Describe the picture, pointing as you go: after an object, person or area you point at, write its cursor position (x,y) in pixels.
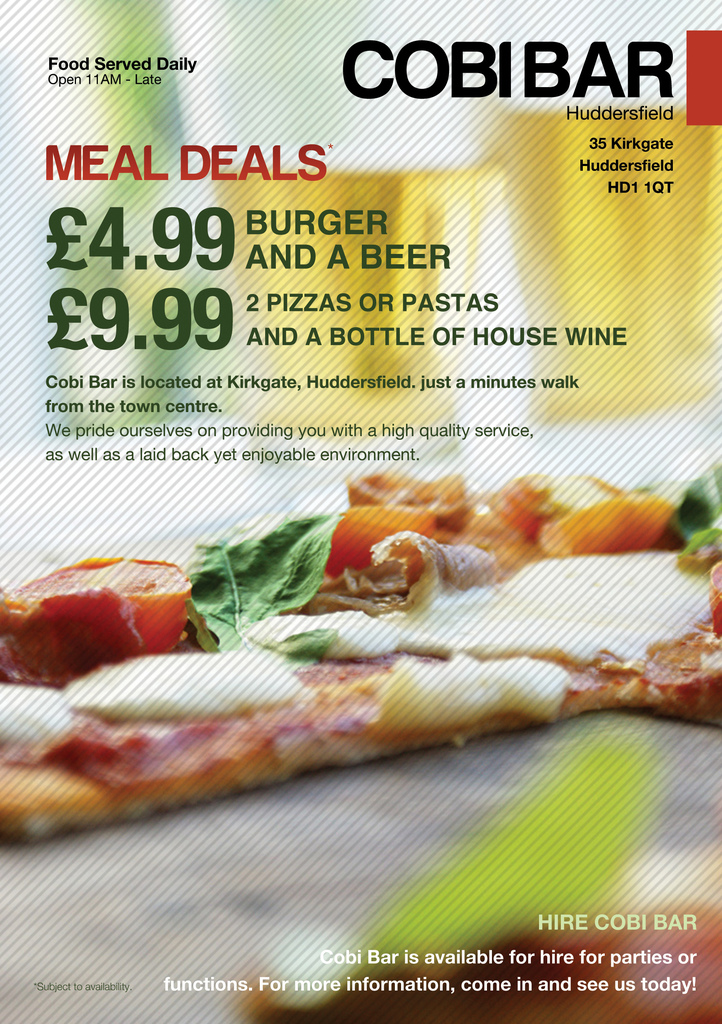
This image consists of a poster (222,655) on which there is a picture (303,719) of food (246,697). At the top (180,305), there is a text (316,163).
